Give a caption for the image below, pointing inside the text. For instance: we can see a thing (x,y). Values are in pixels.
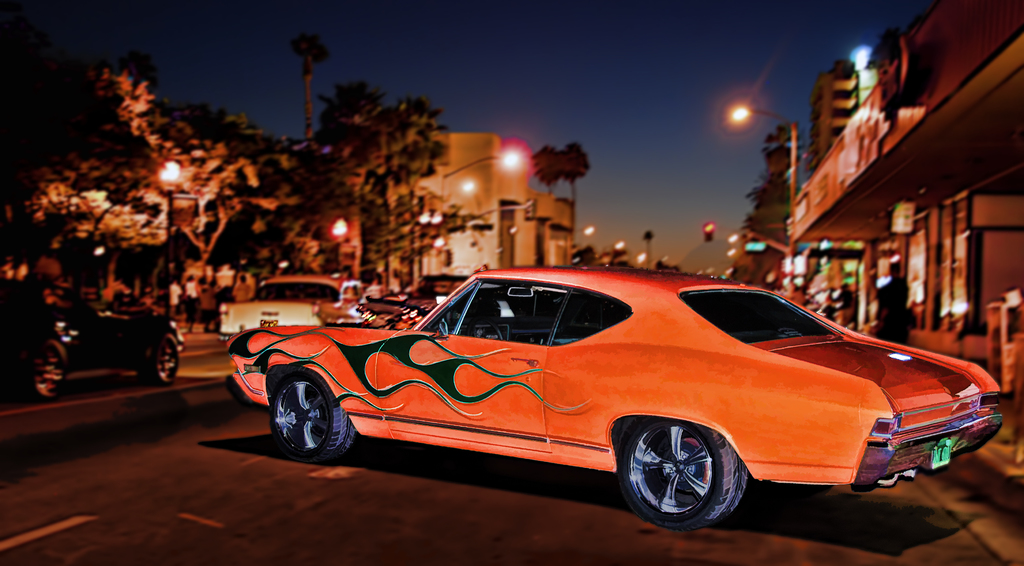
In this image I can see an orange car (620,403) with black flames (406,360) and in the background (238,311) there are cars (102,327), trees (356,166), buildings (496,198), people (213,289). Even if it is a blur background (656,113) I can see blue sky (647,97).
